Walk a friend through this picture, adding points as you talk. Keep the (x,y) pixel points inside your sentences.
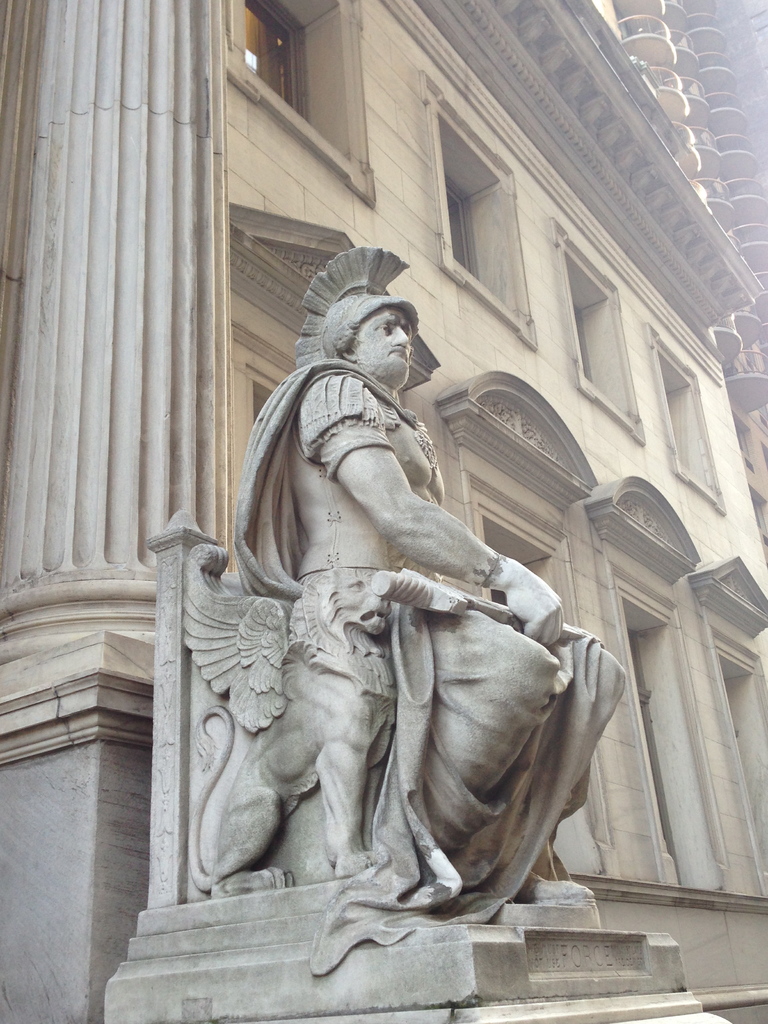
In the center of the image (346,433) we can see a sculpture (340,749). In the background (262,150) there is a building (430,180) and we can see a pillar (163,244).
